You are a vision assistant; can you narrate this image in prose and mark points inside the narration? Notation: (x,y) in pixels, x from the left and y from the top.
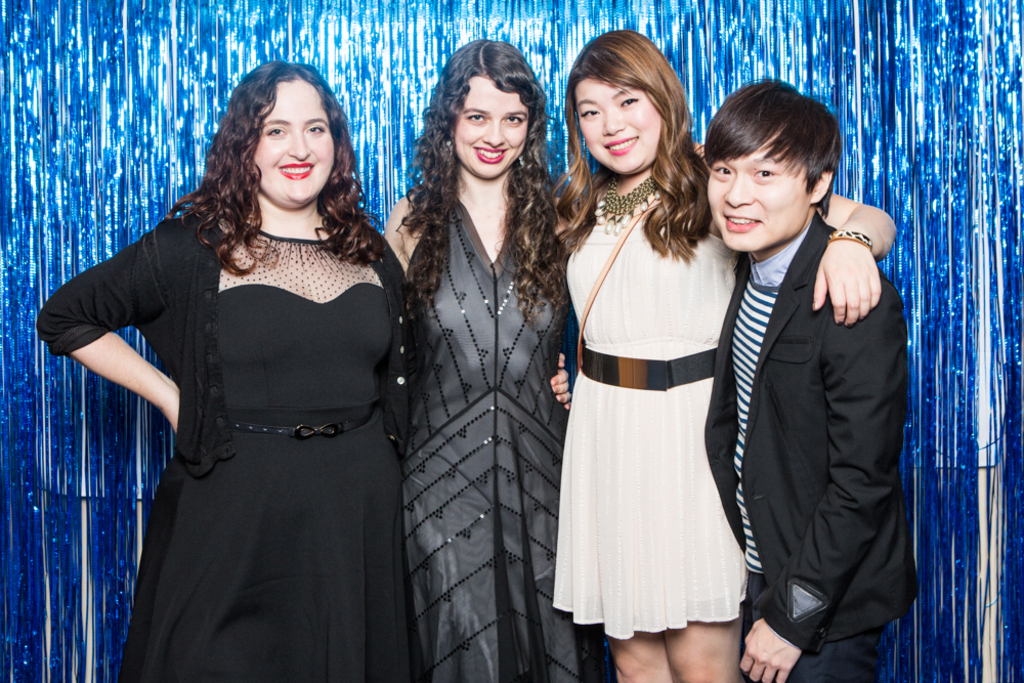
On the right side (759,546) a man (773,570) is standing, he wore black color coat (819,430), beside him a beautiful girl (681,211) is standing, she wore a white color dress (703,440), beside her two another girls (261,301) are smiling.
